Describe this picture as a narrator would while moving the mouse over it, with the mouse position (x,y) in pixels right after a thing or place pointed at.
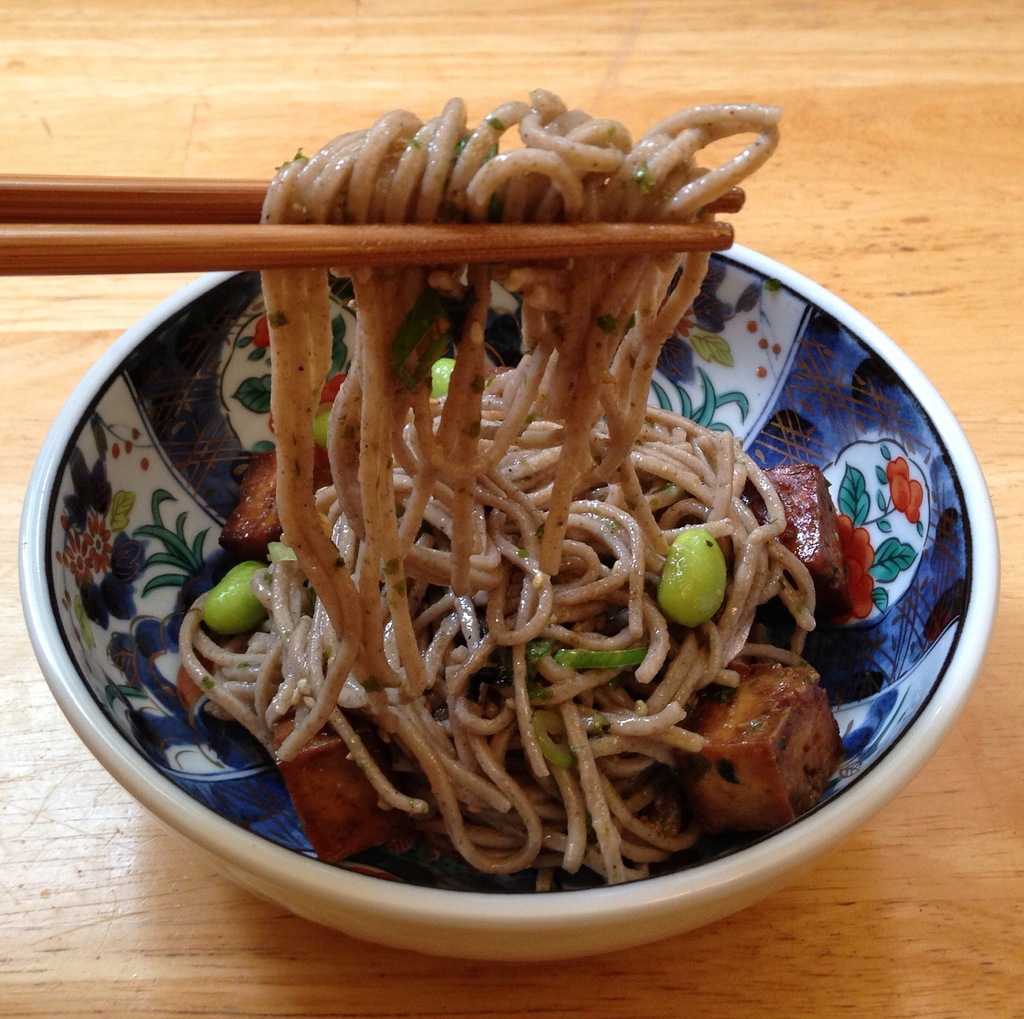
In the center (437,674) we can see bowl (720,892) with noodles (557,548) on the table (913,883).
